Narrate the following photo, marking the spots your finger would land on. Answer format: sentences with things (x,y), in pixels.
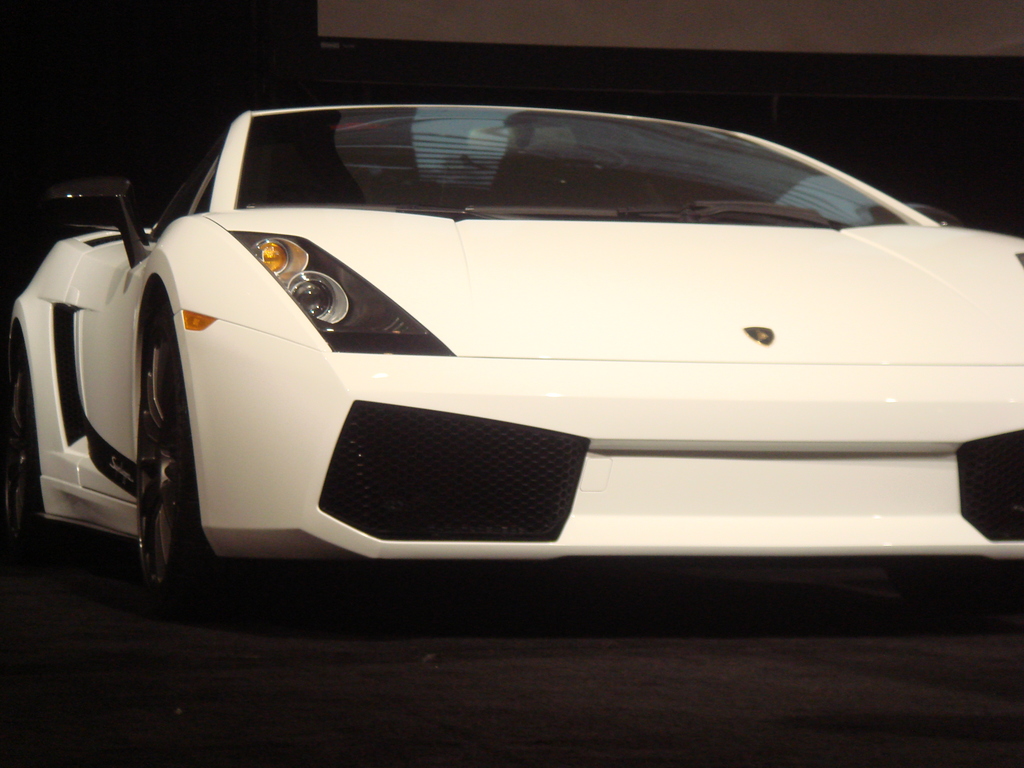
This picture shows a white sports car (920,356) and we see a black background (998,109).
